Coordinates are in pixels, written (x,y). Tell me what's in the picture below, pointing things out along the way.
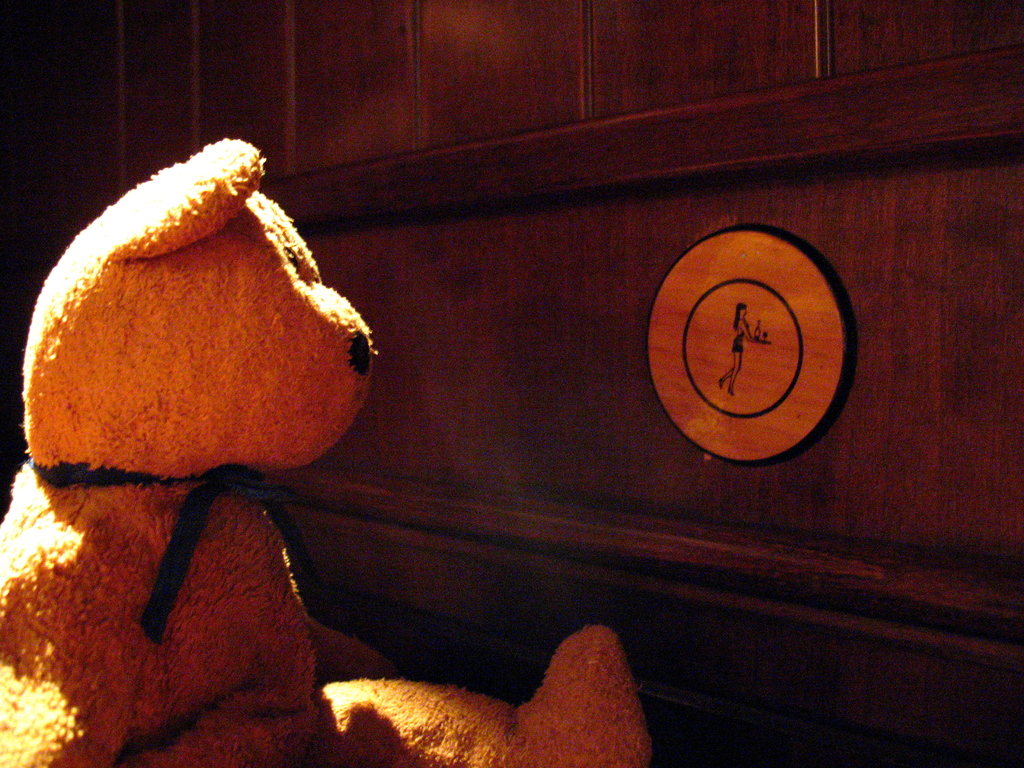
On the left (243,352) there is a teddy bear (263,610). In the picture there is a wooden wall (618,174).
